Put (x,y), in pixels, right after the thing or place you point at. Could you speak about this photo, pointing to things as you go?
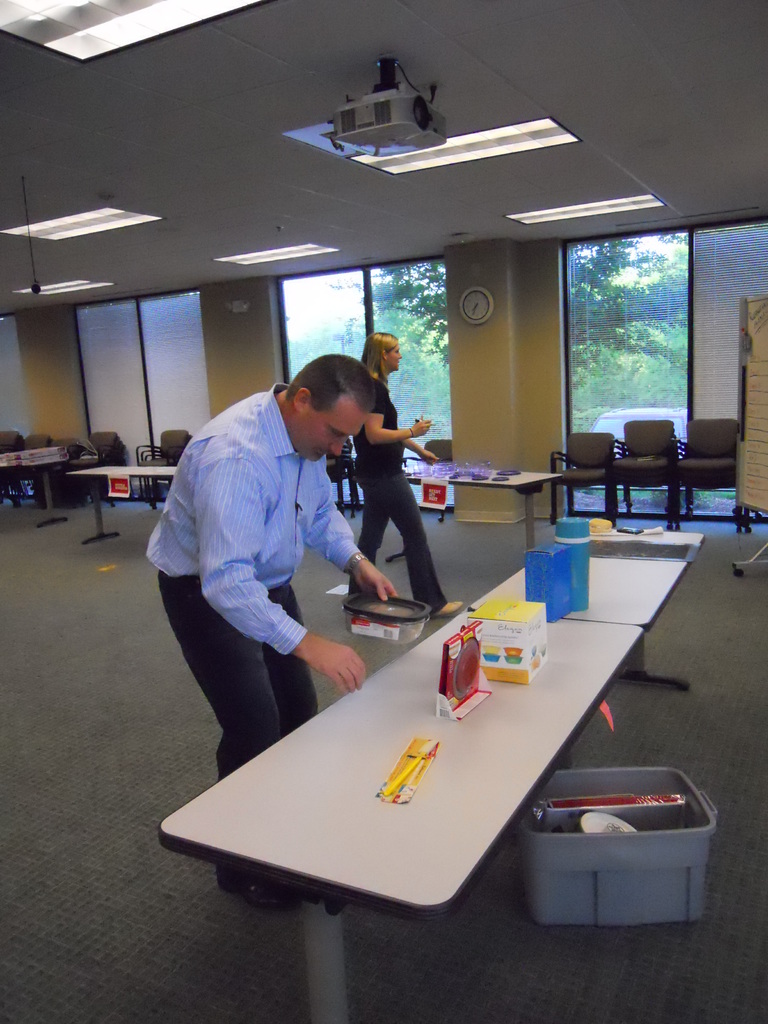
Here we can see a man (314,648) placing something on the table (394,677) present in front of him and behind him we can see a woman (413,507) walking towards something and at the top (359,132) we can see a projector (347,108) present and we can see chairs (668,448) present beside the table (439,652) and we can see trees (443,292) outside.
